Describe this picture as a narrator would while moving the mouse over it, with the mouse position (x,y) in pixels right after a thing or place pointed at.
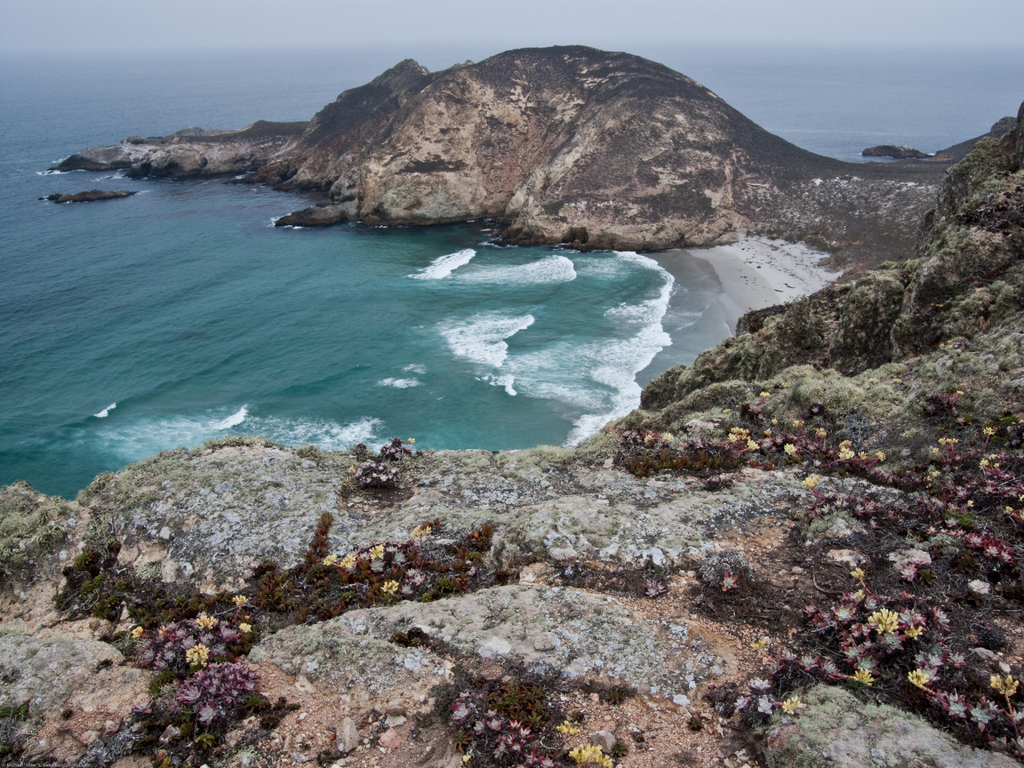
There is a sea (228,214) and around the sea (61,78) there is a huge rock hill (702,160).
